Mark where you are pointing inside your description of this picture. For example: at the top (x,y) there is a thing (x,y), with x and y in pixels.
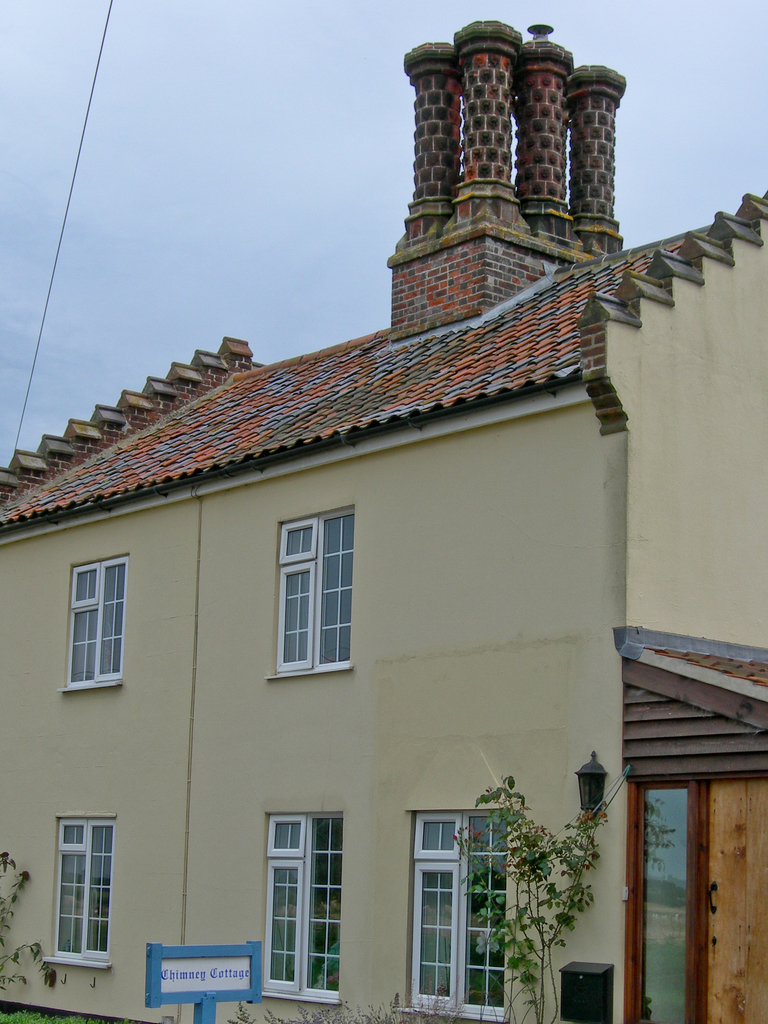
The picture consists of a building (284,737). At the bottom (288,907) there are plants (4,856), name board (220,966), post box (581,983) and windows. At the top (164,95) we can see sky (222,142) and cable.
